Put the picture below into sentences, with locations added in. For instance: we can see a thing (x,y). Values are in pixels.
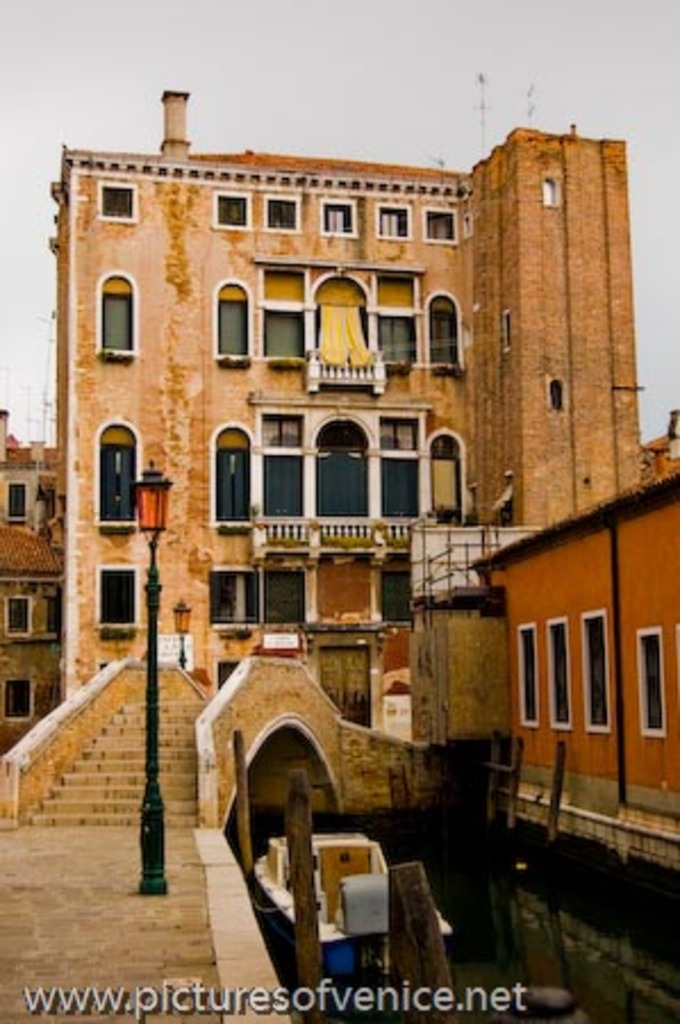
In this image we can see few buildings (354,426), bridge (198,760) in front of the building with stairs (176,752) and a street light (150,709), there is wooden fence (306,921) and a boat (386,893) on the water (527,930) beside the bridge (242,697) and wooden posts (511,789) in the water (535,871) near the building (567,586) and sky (242,117) in the background (388,150).
